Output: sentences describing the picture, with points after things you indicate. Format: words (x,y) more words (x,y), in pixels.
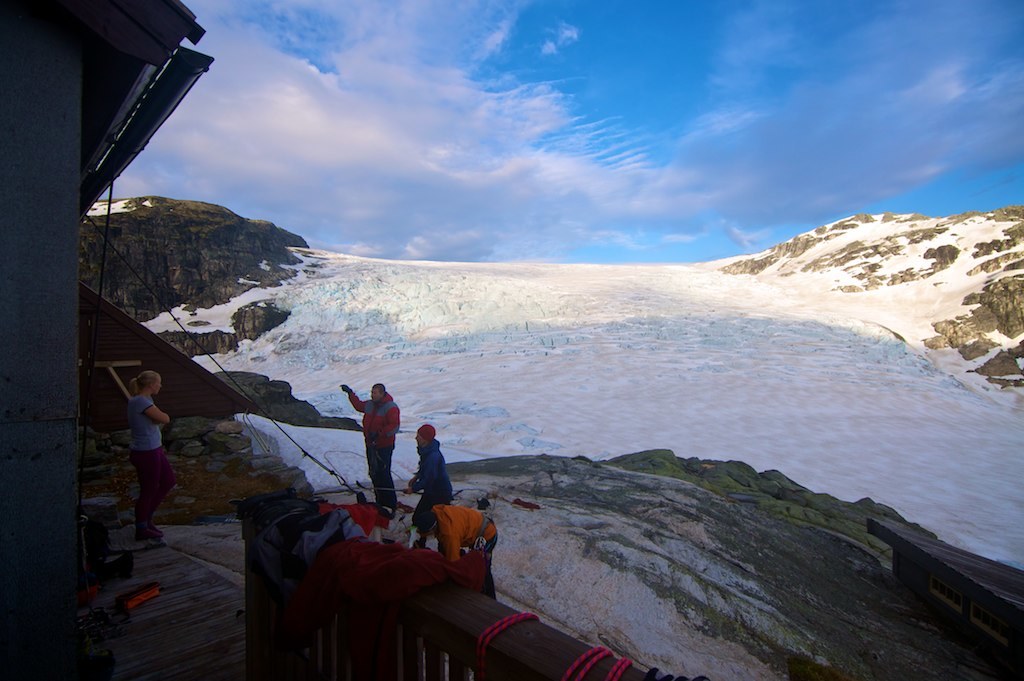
Here we can see four persons (443,528). This is rock (694,656) and there are clothes (287,547). This is snow (545,379). In the background (898,151) there is sky (586,178) with clouds (465,185).
